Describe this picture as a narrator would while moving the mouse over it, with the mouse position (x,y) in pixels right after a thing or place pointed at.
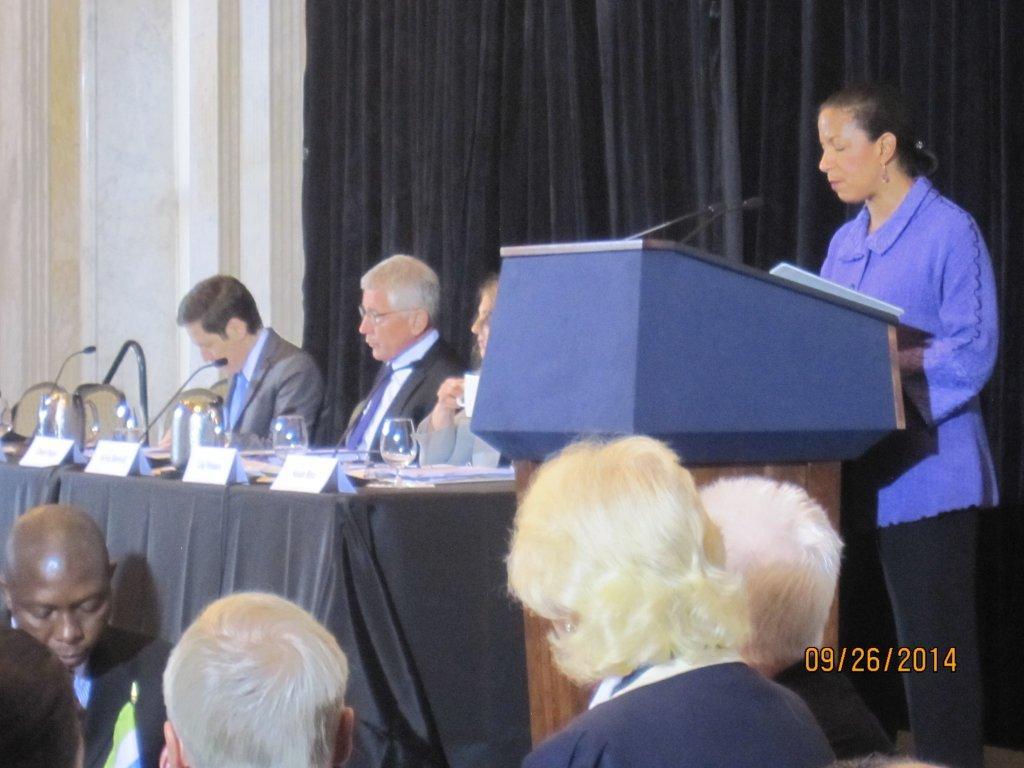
It is a conference, there is a woman (944,499) standing in front of a table (633,309) and speaking something, beside her there are three people (232,372) sitting in front of another table (366,529) and on the table (287,522) there are some glasses (290,417), books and mics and also the name cards (189,471) of the people (435,371) who are sitting, in front of the table (122,494) there are few people (256,631) and they are busy with some work, in the background (412,229) there is a curtain (628,81), beside the curtain (693,66) there is a wall (145,78).
